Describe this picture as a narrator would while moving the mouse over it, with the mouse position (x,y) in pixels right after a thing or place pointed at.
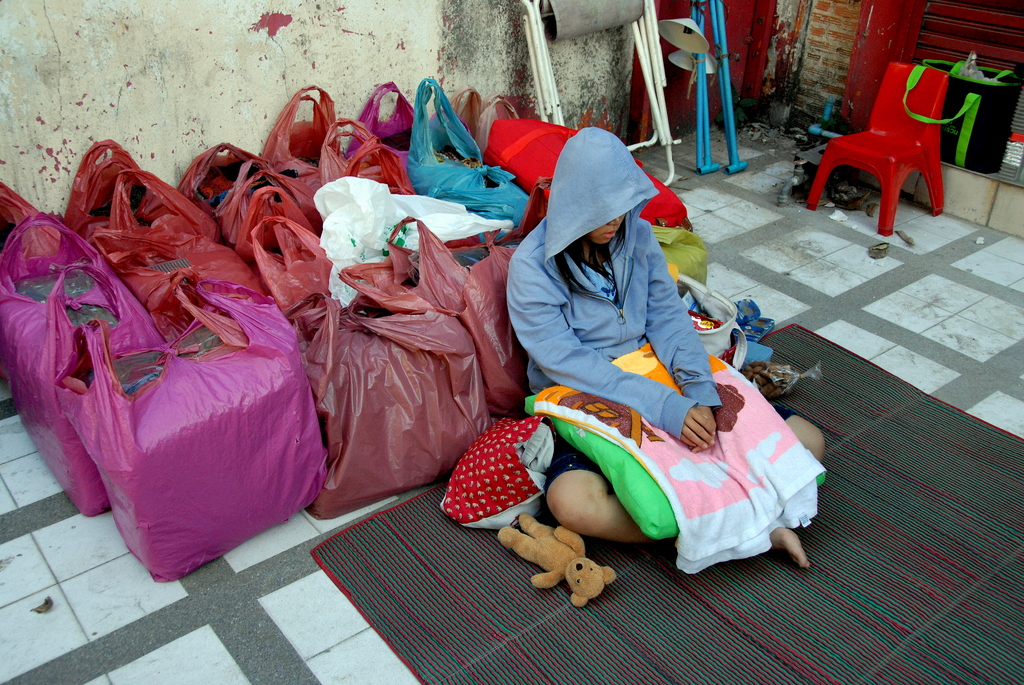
In this image we can see a person (679,412) sitting on the mat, there are some carry bags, chairs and some other objects (535,543), also we can see the wall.
